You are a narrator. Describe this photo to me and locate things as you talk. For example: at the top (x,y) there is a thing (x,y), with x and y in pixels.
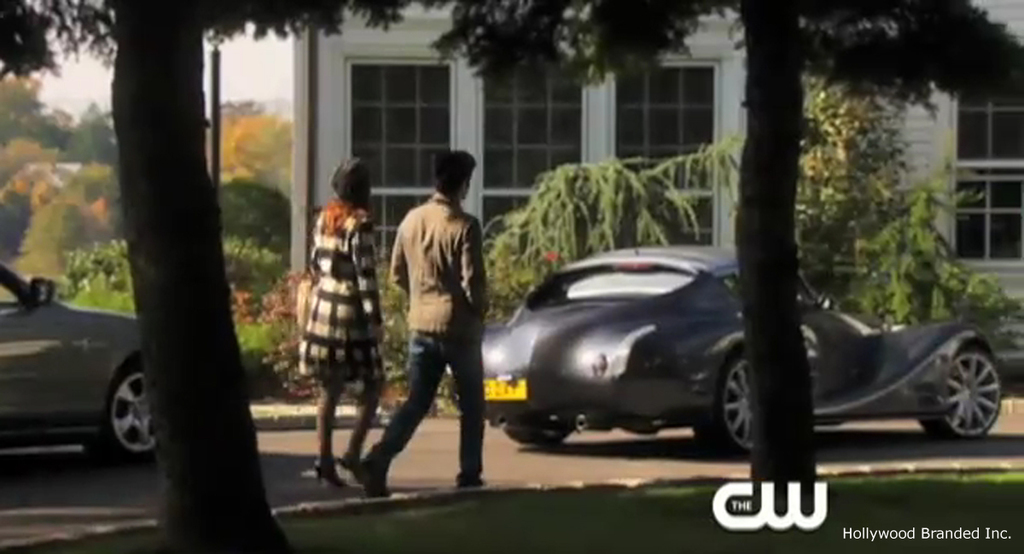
In this image we can see two persons (377,352) walking on the road (345,444). In the background (107,319) we can see two cars (84,319) parked on the road (843,417), group of trees (181,242), building (528,110), pole (217,114) and the sky (209,97).
